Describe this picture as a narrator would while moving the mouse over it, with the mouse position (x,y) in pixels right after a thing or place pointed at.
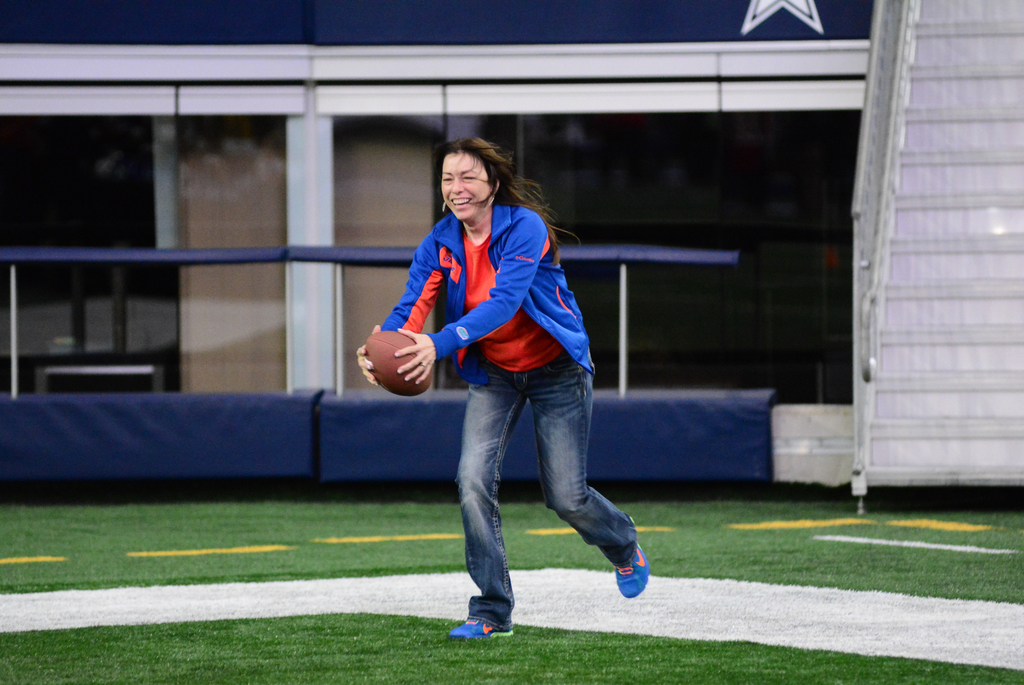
In this image, I can see the woman (501,519) holding a football (411,391) and running. This is the grass (534,652). I can see the stairs (921,352). In the background (710,158), that looks like a building (391,118) with the glass doors (419,207).
